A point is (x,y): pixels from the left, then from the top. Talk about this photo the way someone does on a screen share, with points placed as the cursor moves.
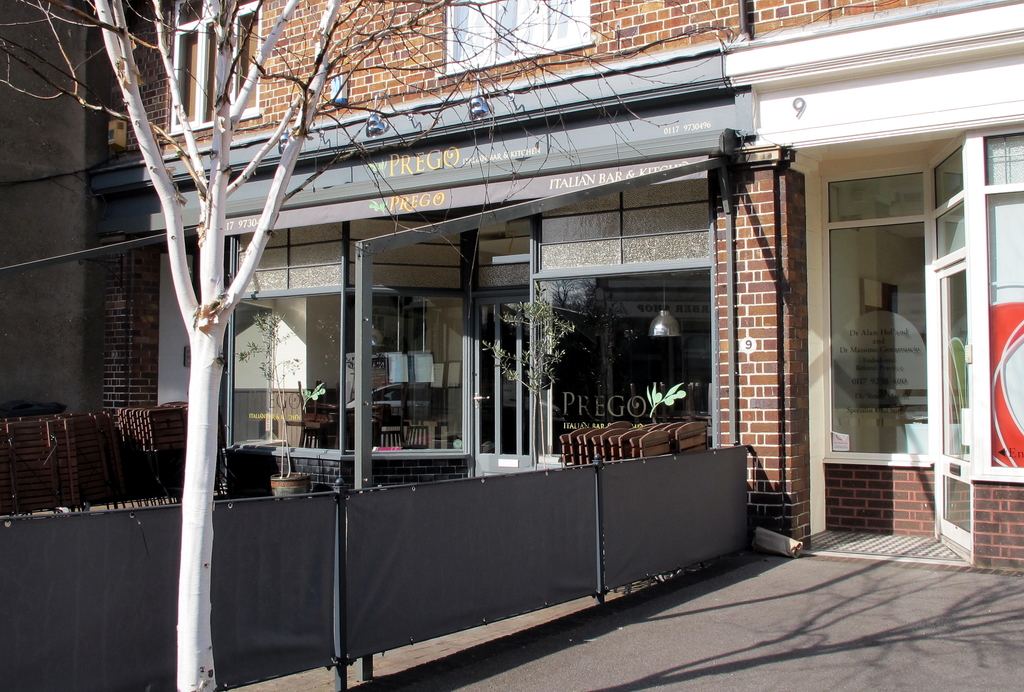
In this image we can see a building (705,46) with windows (562,347). We can also see a barricade (563,562), a tree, some boards (85,497), a plant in a pot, a ceiling lamp (674,325) and some text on glass windows (855,389).
